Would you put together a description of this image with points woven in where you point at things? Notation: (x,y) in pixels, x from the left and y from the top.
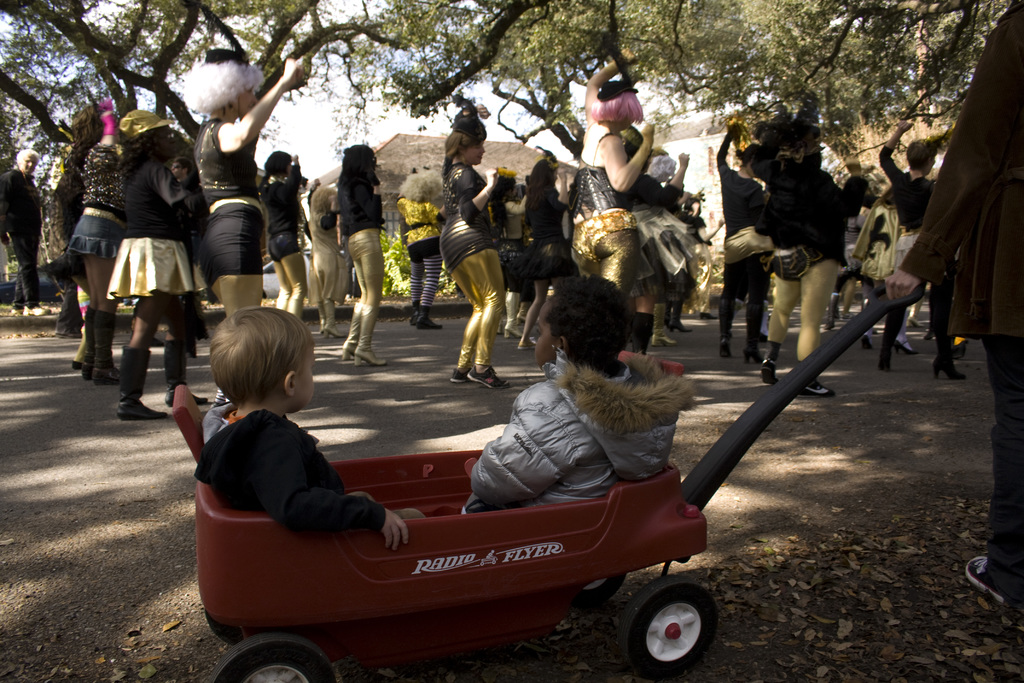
In this image we can see sky (148,97), trees (541,78), buildings (698,135), motor vehicles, persons (105,299) standing on the road (791,350) and children (356,508) sitting in the cart (442,581) on the road (101,534).
